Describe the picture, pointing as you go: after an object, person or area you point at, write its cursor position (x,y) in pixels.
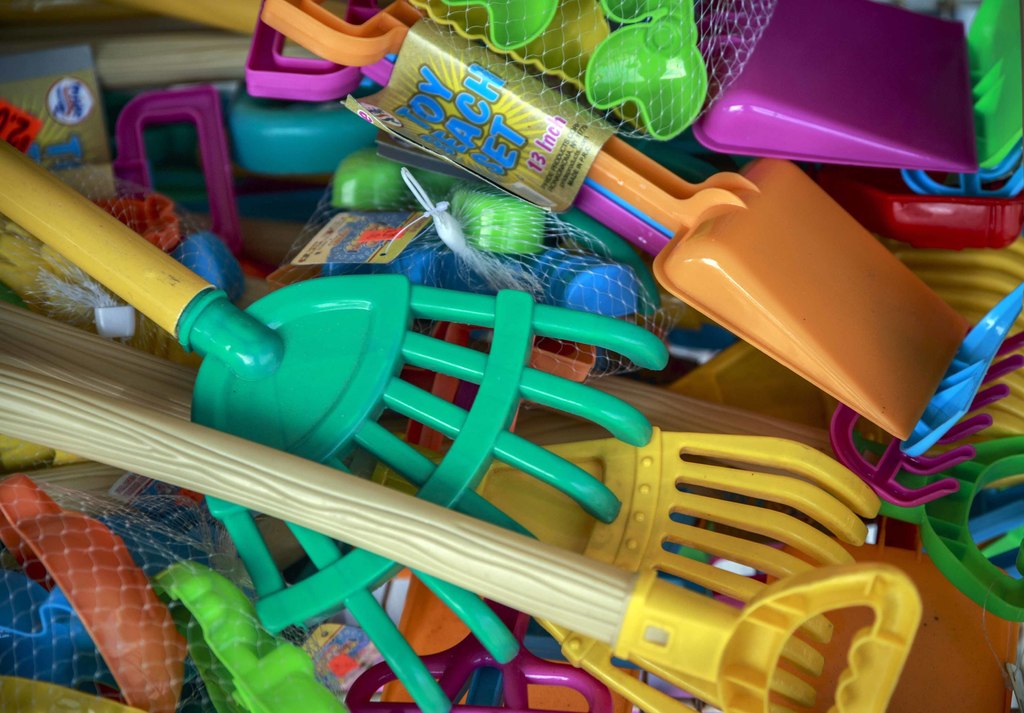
In this image we can see a group of plastic objects (349,332). There are few nets (582,86) and tags (421,123). On the tags (428,150) we can see some text (493,153).
